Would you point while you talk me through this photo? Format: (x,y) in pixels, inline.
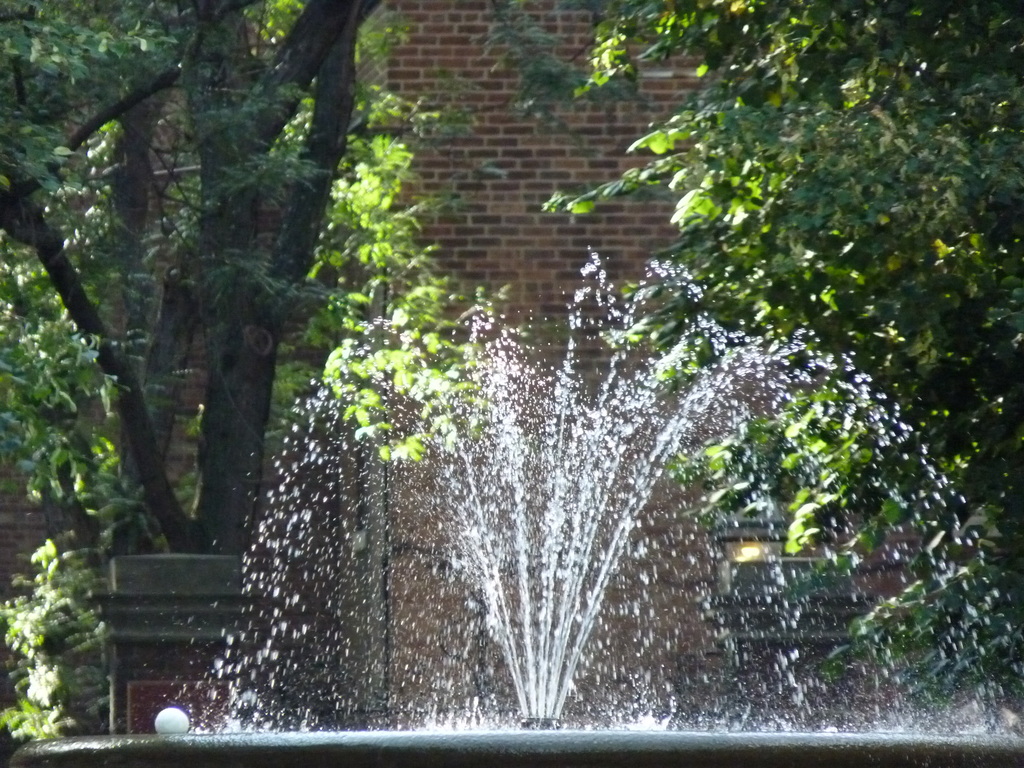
At the bottom of the image (645,645) we can see a fountain (662,639) and ball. In the background of the image (5,354) we can see the trees (1022,235), wall (540,170).
